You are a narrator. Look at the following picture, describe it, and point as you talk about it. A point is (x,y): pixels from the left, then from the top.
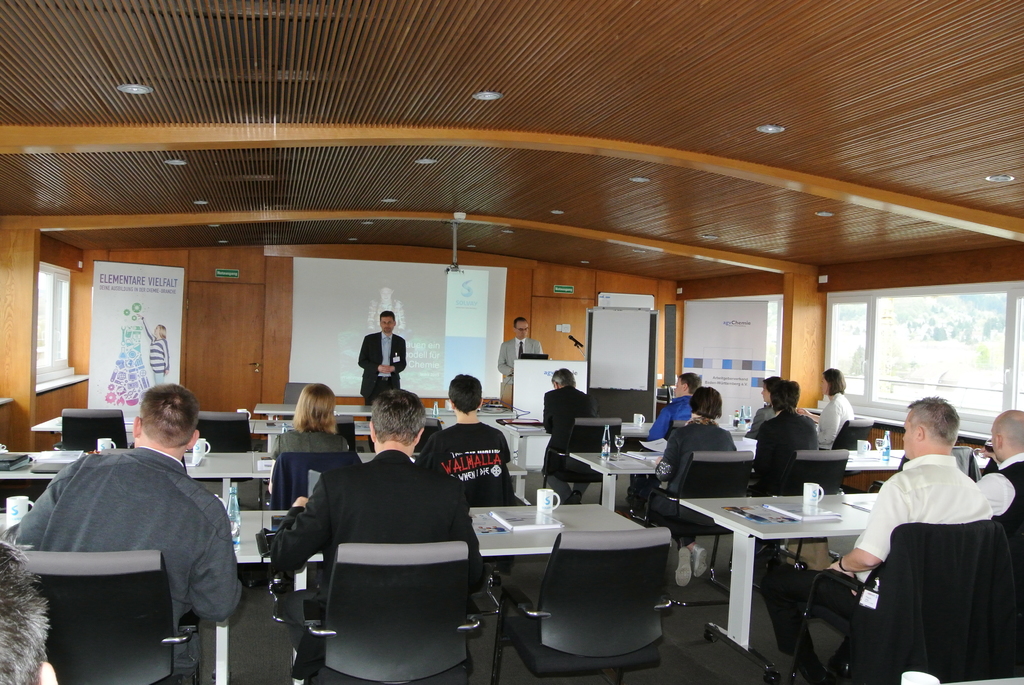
In this image I can see number of people (996,499) where two of them are standing rest all are sitting. In the background (302,369) I can see a white screen (379,300).
